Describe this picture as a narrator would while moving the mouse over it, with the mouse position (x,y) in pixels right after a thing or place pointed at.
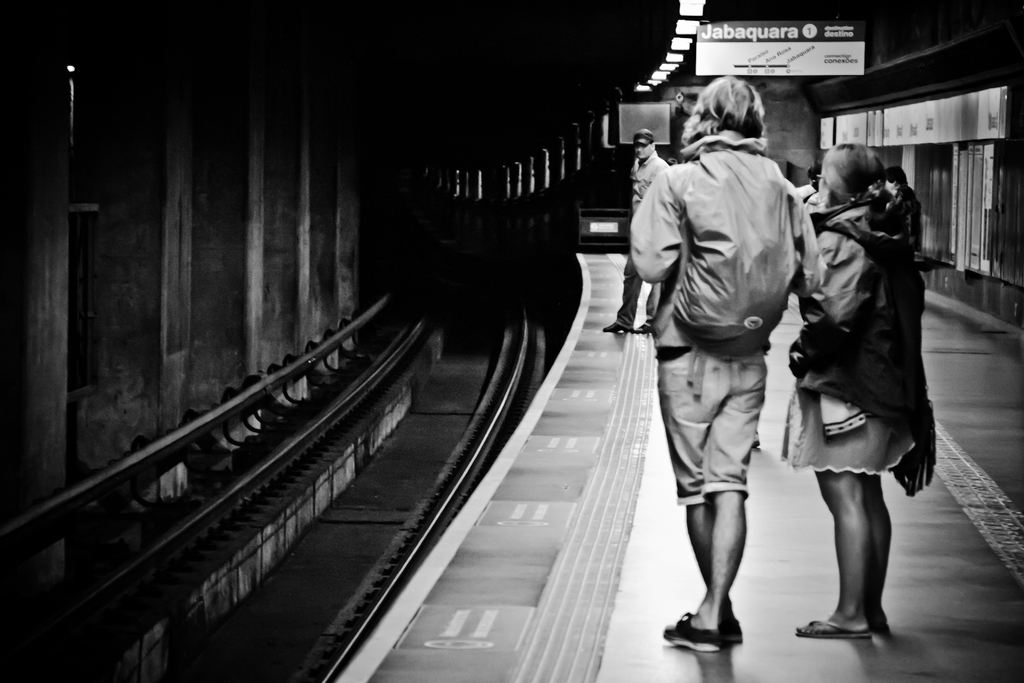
In this picture we can observe some people (698,390) standing on the platform (649,404). There is a railway track (366,416) on the left side (327,591). We can observe some lights (673,61) in the ceiling (690,57). This is a black and white image.
